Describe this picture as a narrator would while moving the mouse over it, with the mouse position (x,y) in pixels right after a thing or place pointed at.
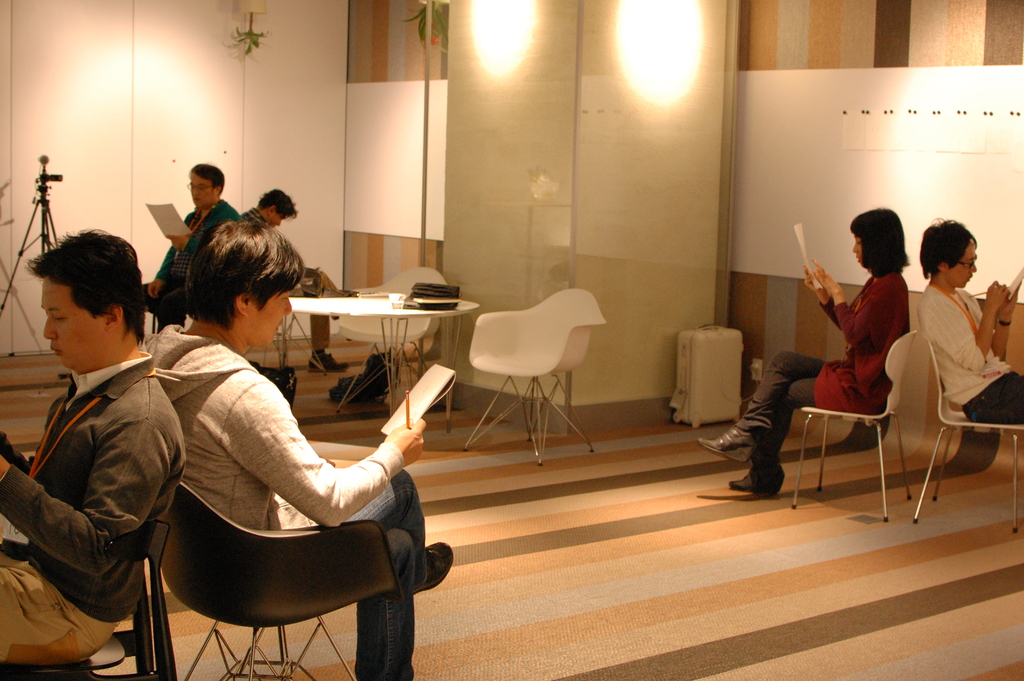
The picture is taken inside a work place (335,445), there are many people (404,550) sitting and writing on the books (420,385), some chairs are left empty to the right side (699,370) beside the wall (666,409) there is a white color luggage (678,360), behind the pillar (717,313), in the background (41,184) there is a camera (39,179) and a white color wall (50,105) behind it.
